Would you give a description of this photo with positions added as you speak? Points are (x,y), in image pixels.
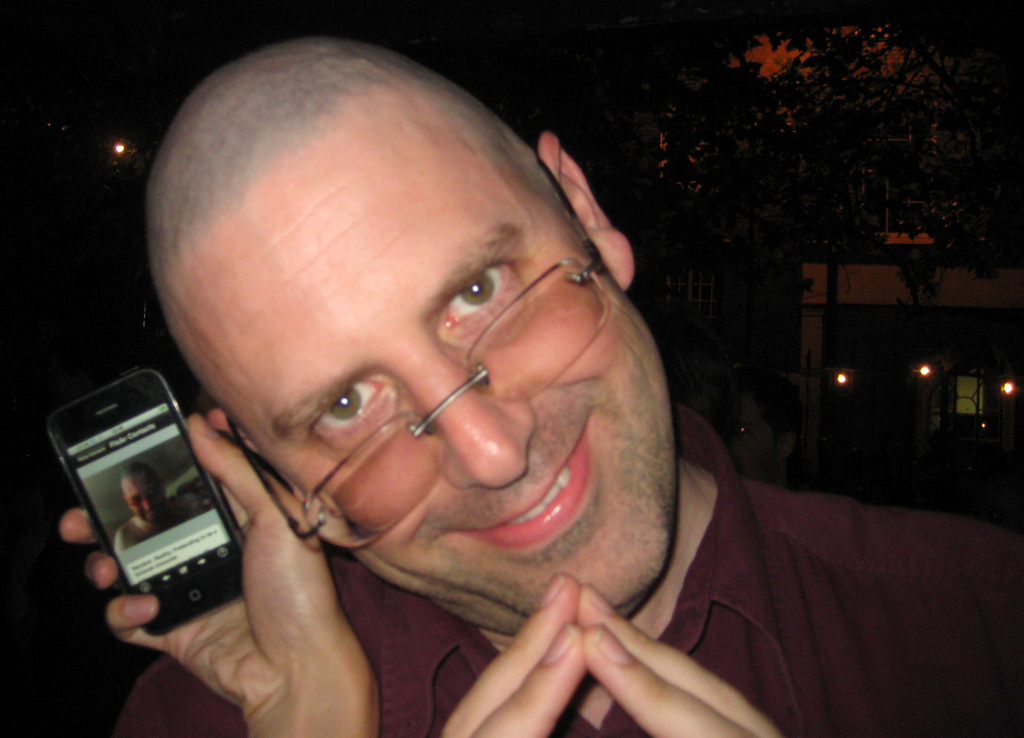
In this image in the middle (518,367), there is a man (656,480). He wears a shirt (763,534), he is smiling. On the left (167,605) there is a person (257,546) holding a mobile (241,566). In the background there are trees (968,209), buildings (899,316) and lights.
